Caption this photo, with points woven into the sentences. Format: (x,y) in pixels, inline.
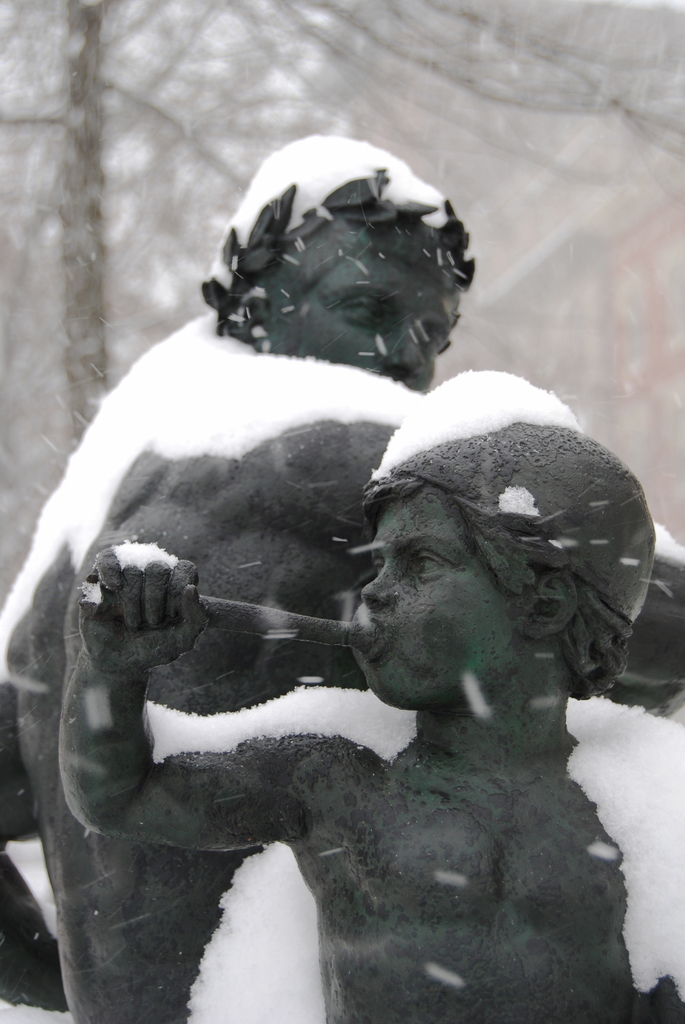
In this image there are sculptures (485,514) and we can see snow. In the background (219,186) there are trees (243,184).
